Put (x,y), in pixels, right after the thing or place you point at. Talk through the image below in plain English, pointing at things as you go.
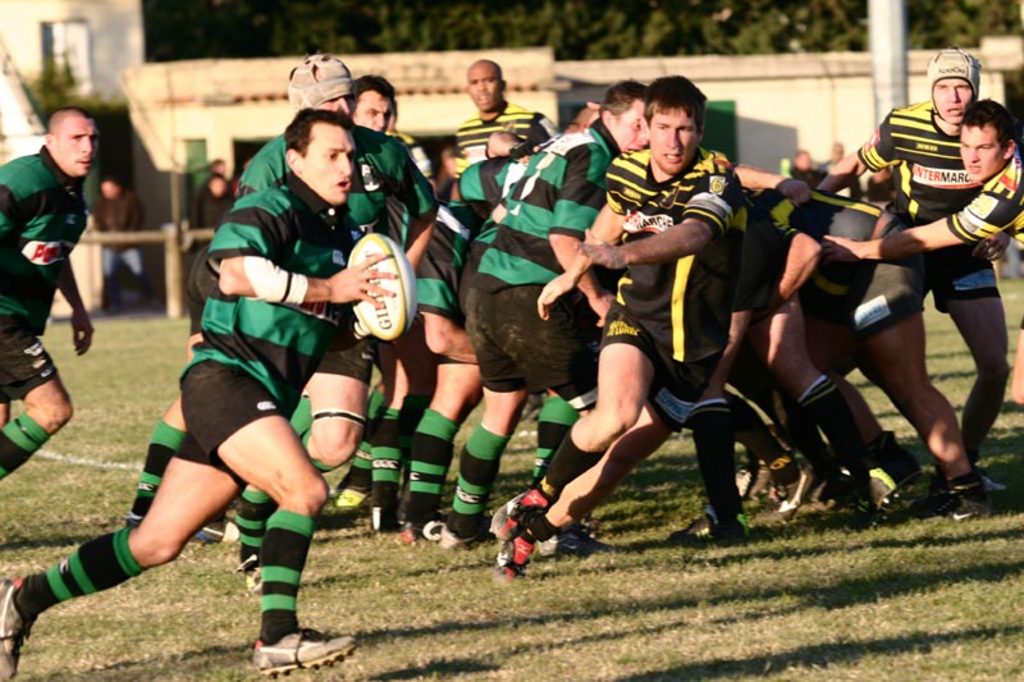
A group of people (416,315) are playing, they wore green color t-shirts (452,280). On the right side (907,119) these persons (746,195) wore black and yellow color t-shirts (705,343), at the down this is the grass (621,603).
